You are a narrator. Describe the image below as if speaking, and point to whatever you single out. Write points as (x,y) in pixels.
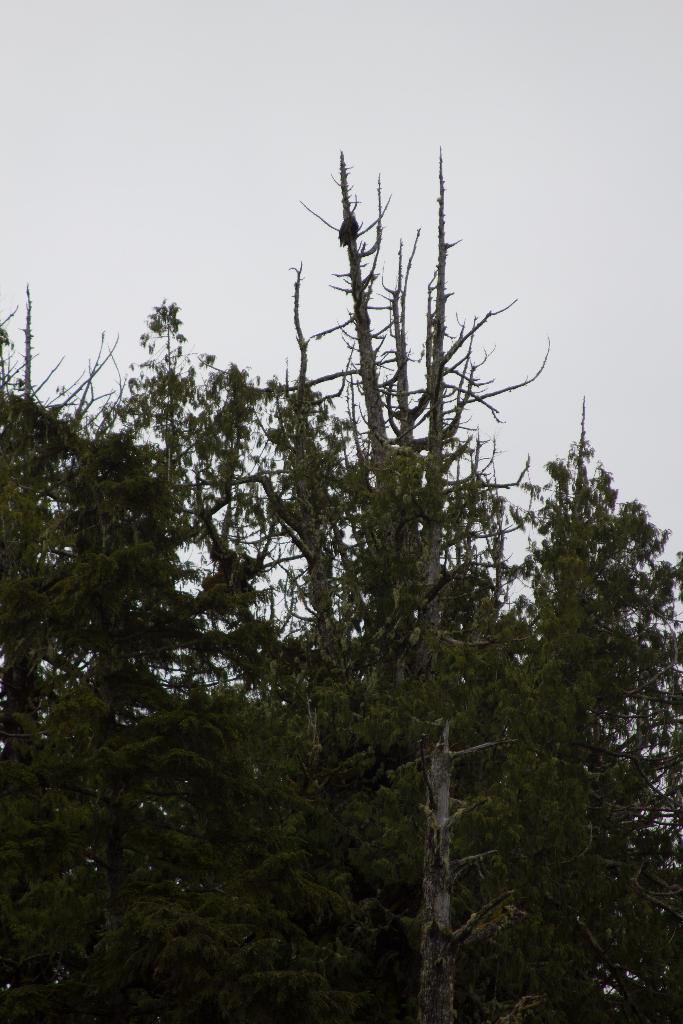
In this picture I can see trees (373,583). In the background (299,260) I can see the sky (222,244).
